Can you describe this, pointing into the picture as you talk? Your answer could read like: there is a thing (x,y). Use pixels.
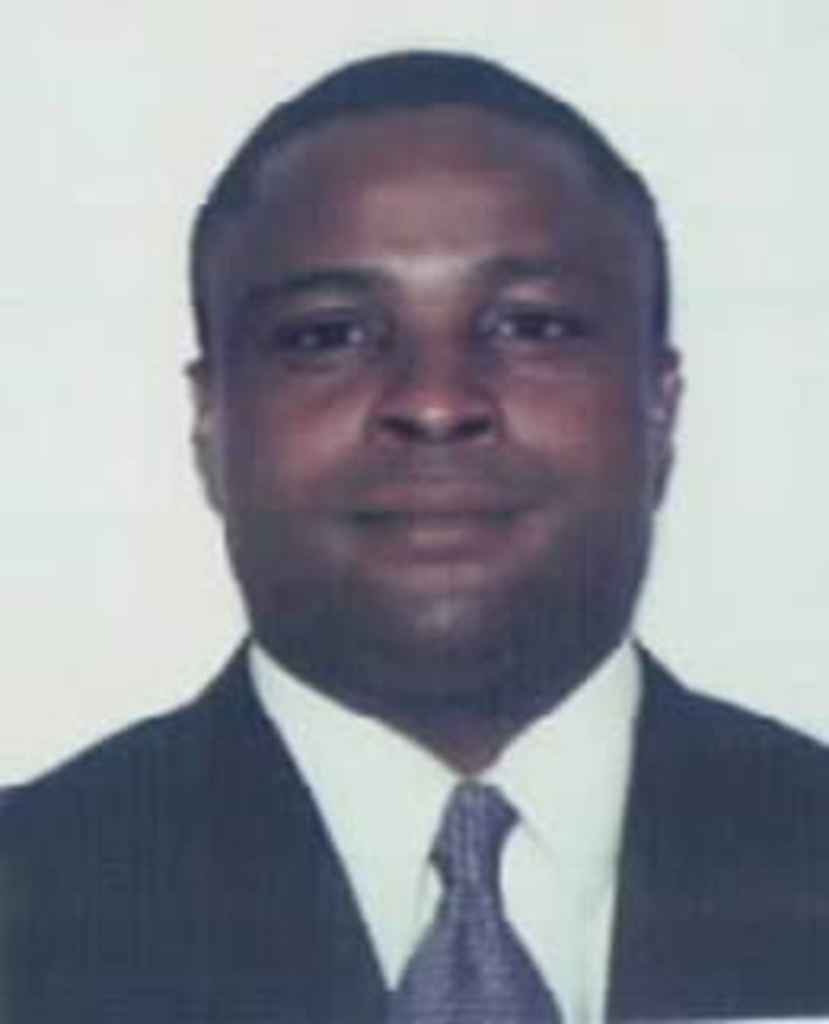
In this image we can see a person (475,638), and the background (96,600) is blurred.
